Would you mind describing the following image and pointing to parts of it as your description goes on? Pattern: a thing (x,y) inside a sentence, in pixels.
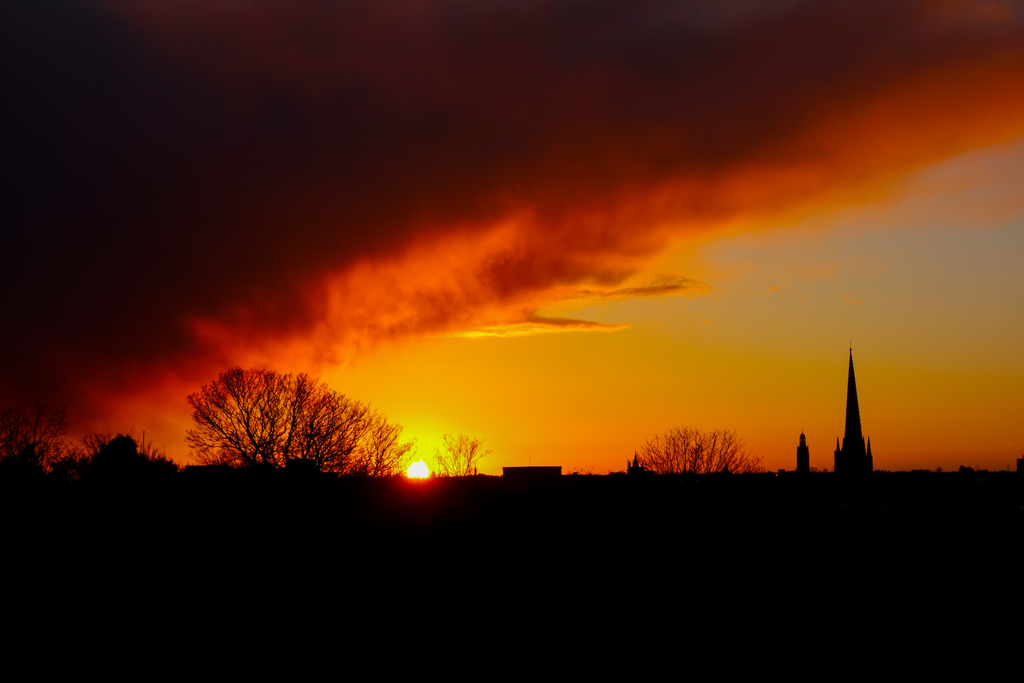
In the picture I can see the sunrise (486,297) in the sky (483,307). I can see the trees (397,447) in the middle of the image (348,441). It is looking like a cathedral construction (835,455) on the right side (867,455).
